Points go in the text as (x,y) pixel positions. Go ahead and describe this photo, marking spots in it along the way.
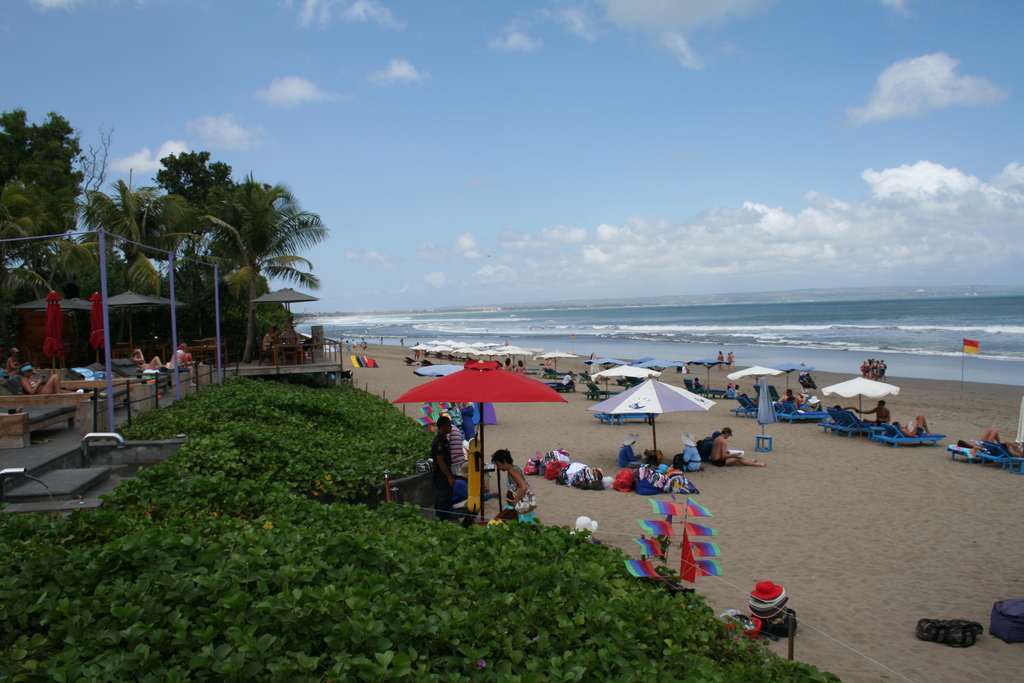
This is the beach view in the image, in the image we can see trees (146,262) and bushes (376,527), in front of the bushes (375,513) on the sand (547,507) there are a few people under the tents (713,404), in front of the tents (759,421) there is water (666,331).
